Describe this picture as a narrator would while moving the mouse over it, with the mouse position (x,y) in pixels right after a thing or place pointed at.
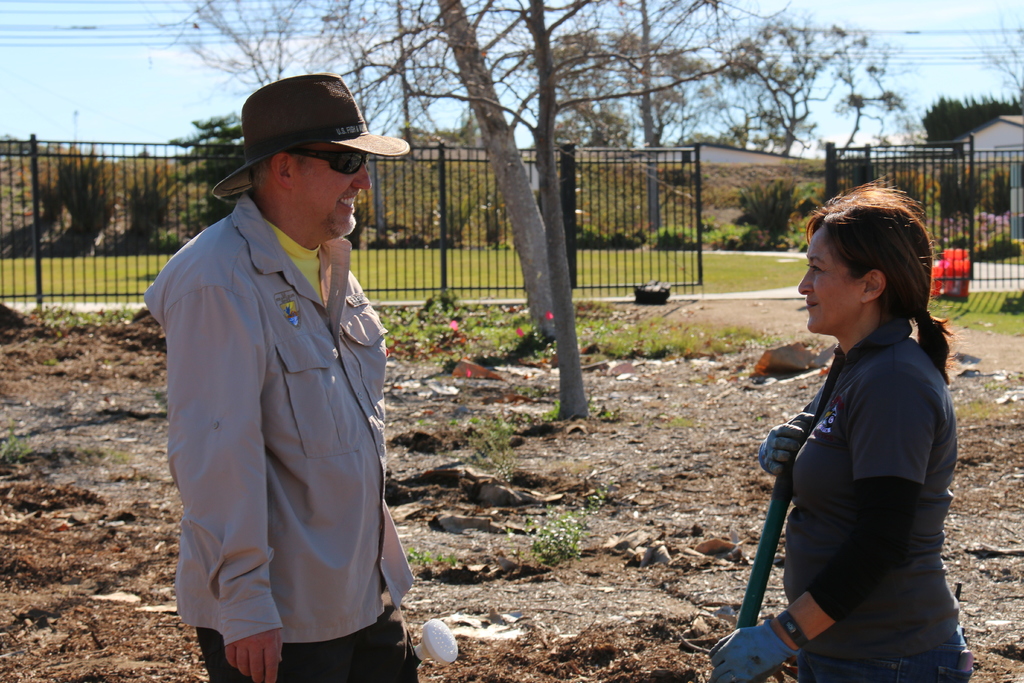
In the picture we can see a man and a woman (902,573) are standing and looking each other and smiling, woman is holding a tool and wearing gloves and man (276,98) is wearing a hat (263,104) and in the background (39,111), we can see a mud surface (988,586) with some plants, grass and railing (847,181) and gates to it and behind it we can see some grass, plants (969,118) and some house (1011,127) and we can also see a sky (105,78).
